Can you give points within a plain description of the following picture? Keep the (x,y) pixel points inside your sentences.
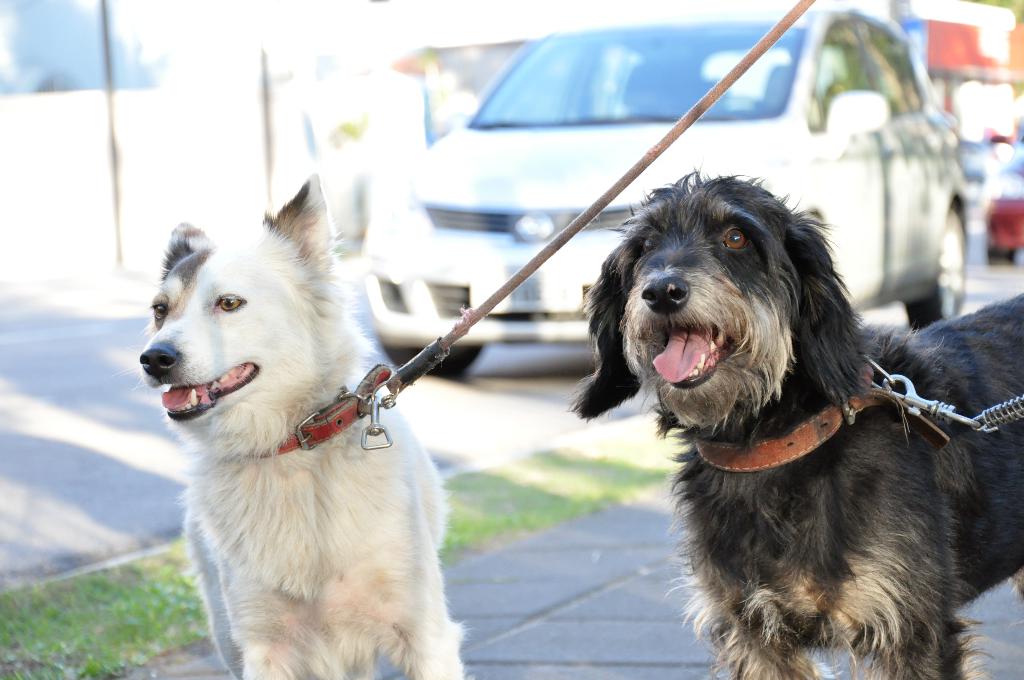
Here we can see dogs (233,434) with belts (337,427). Background (720,4) it is blurry and we can see car (677,96) with wheels (959,269) on the road (523,365).
